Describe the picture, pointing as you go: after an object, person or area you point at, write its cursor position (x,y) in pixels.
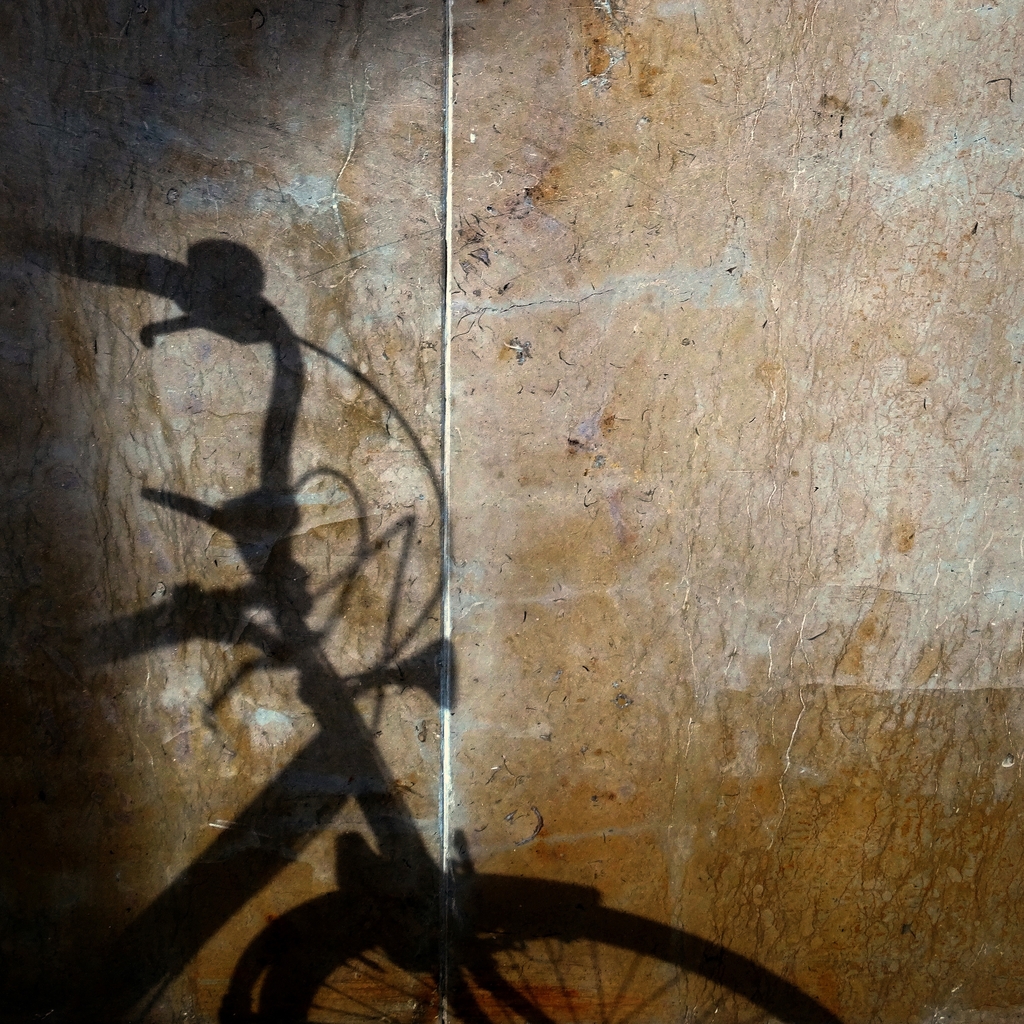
In this picture we can see shadow (283,544) of a bicycle (278,455).
